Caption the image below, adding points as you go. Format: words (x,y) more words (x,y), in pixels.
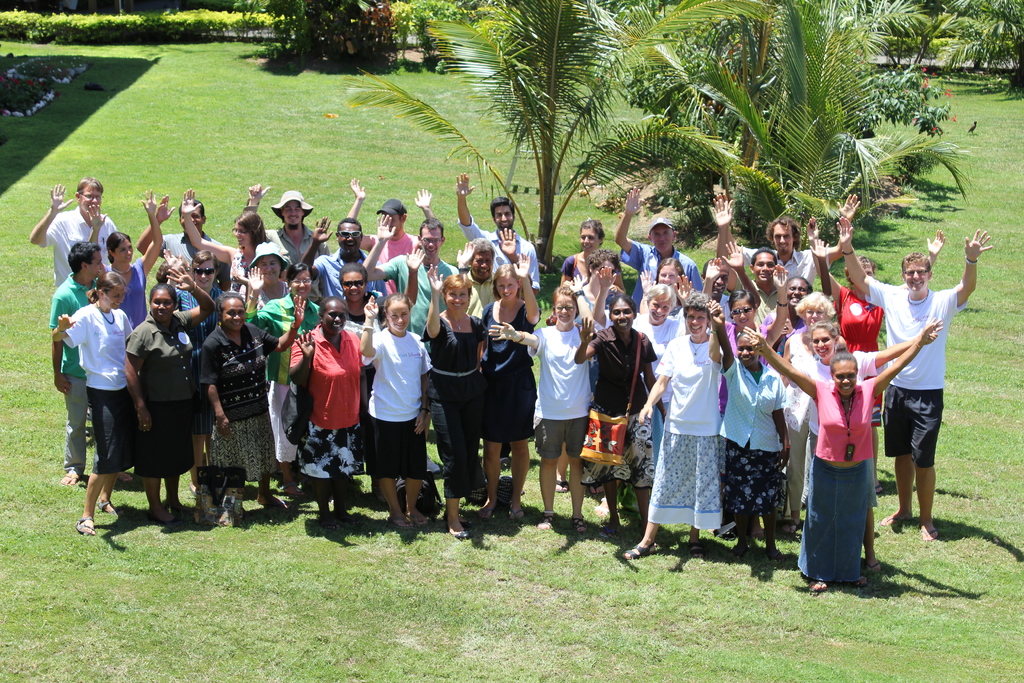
In this image in front (173,243) there are a group of people (470,260) having a smile on their faces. On the right side of the image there is a bird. At the bottom of the image (600,613) there is grass (707,635) on the surface (696,639). In the background of the image (753,22) there are plants (59,62), trees (600,95).
